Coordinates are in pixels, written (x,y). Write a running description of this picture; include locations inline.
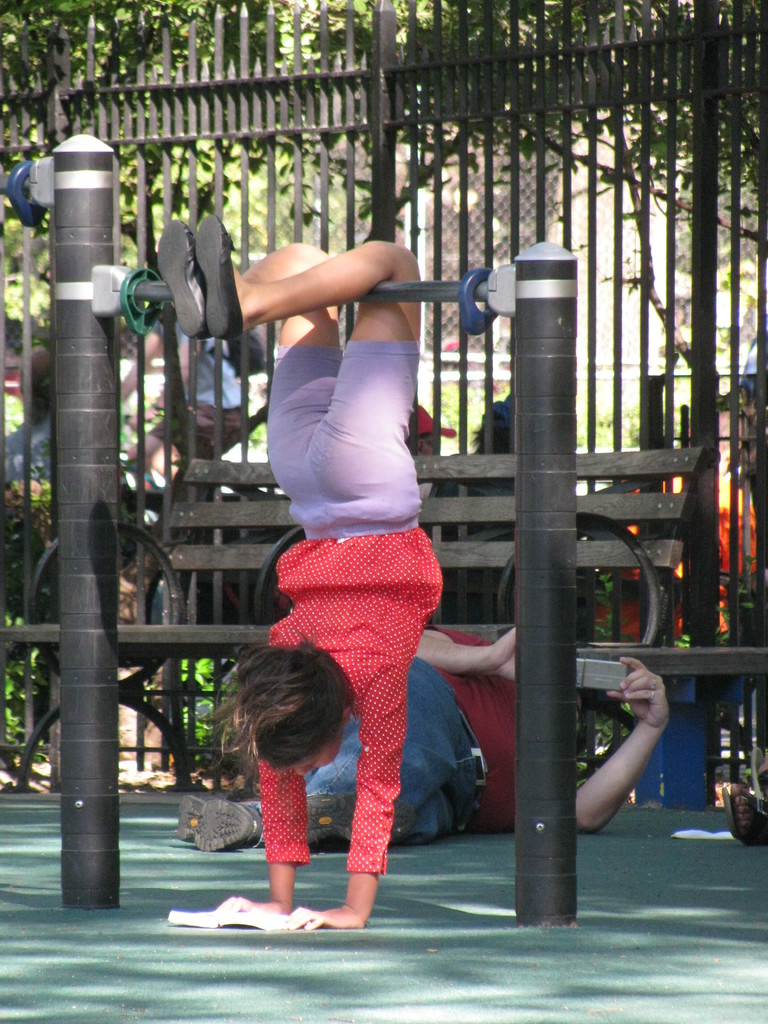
In the picture we can see a person (353,831) hung by the legs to the pole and touching the path (464,1012) with the hands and in the background (22,674), we can see a man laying on the path (623,822) and capturing something in the mobile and we can also see a bench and railing (24,409) behind it and some plants (231,194) and building walls (577,194).
